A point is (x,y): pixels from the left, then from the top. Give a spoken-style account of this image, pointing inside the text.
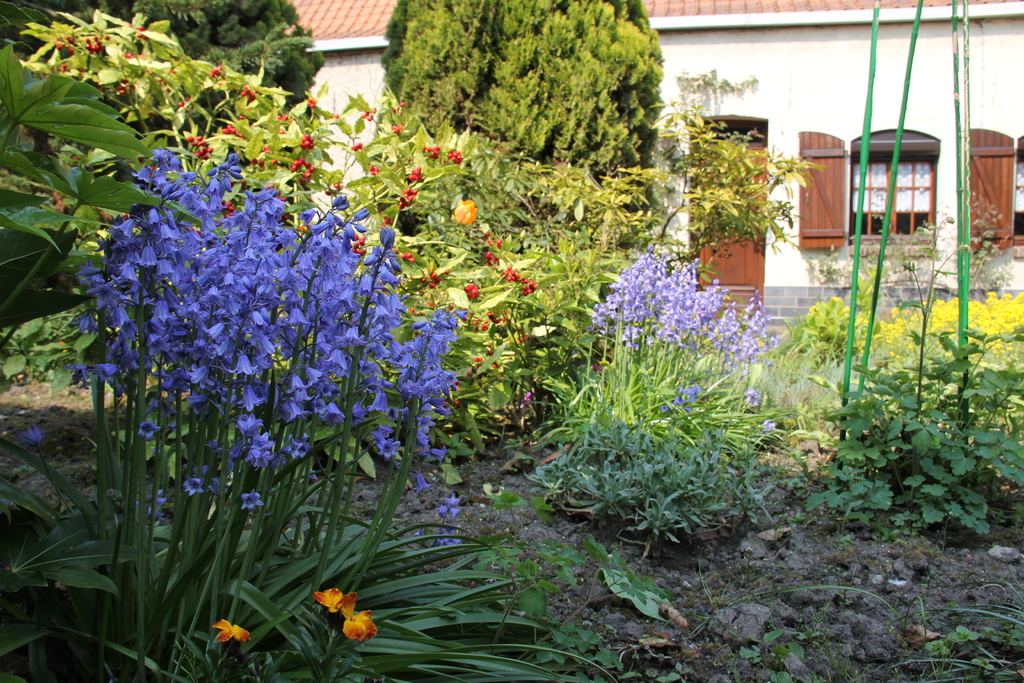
In this image we can see flowers (264,241), plants (814,357), trees (723,214), windows (896,189), doors (755,195) and house (726,76).
